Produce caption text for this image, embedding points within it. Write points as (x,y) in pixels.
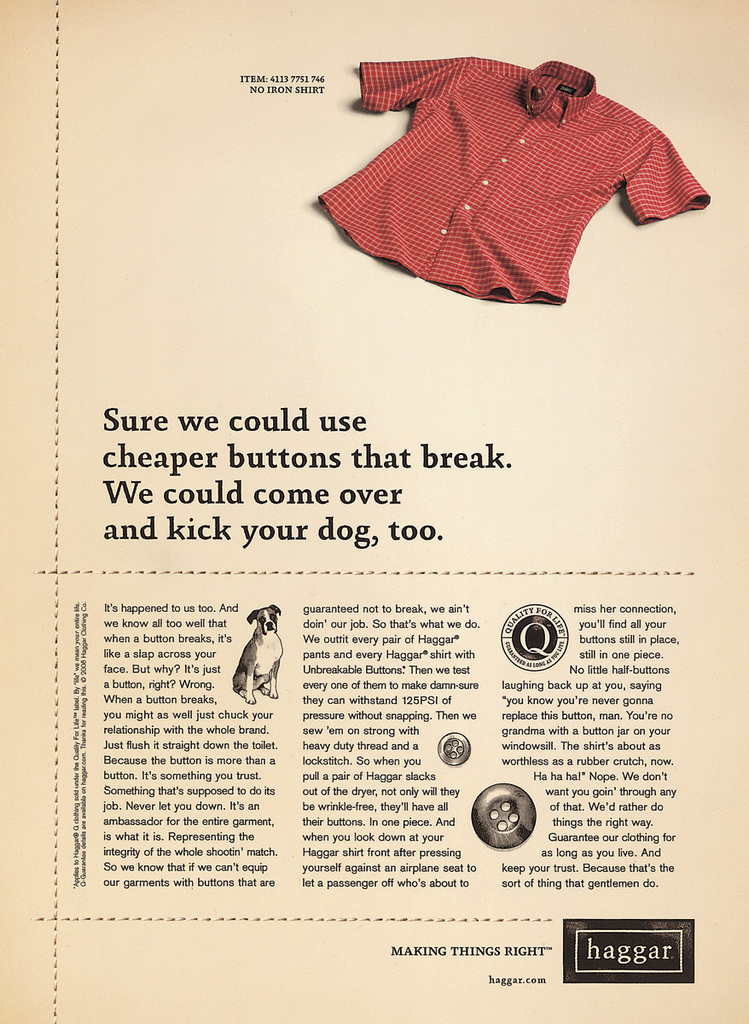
In this image there is a page (396,525) with some text (412,666), there are diagrams (266,660) of a dog (252,679), buttons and a shirt (515,288) on the page (370,278).
